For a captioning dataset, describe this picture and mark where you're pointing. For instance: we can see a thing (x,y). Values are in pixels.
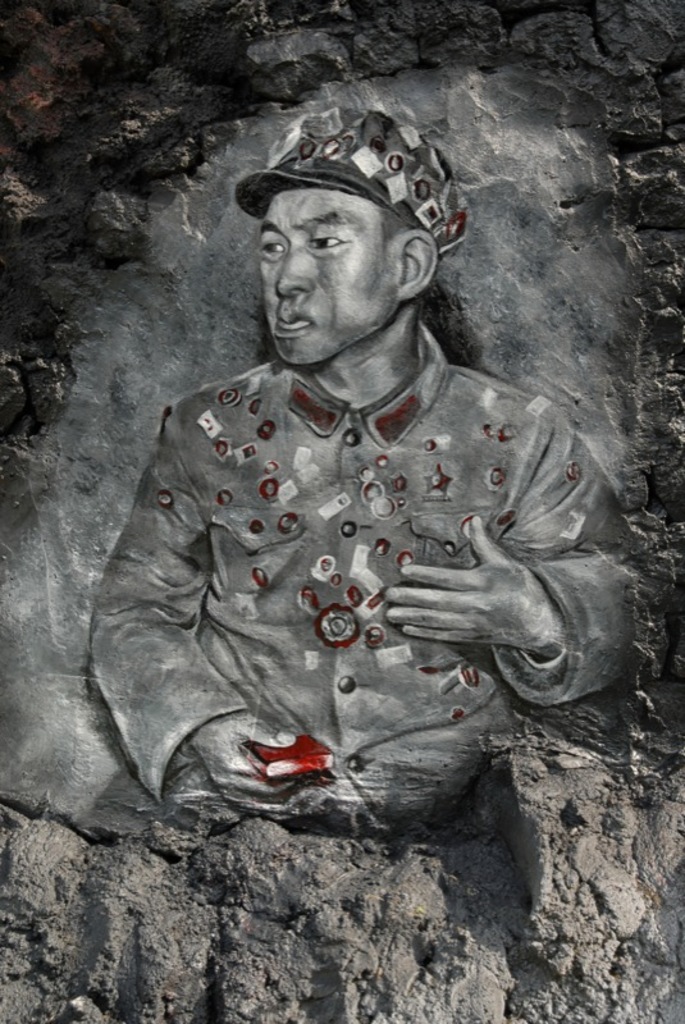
In this image there is a painting (249,438) of a person (334,414) engraved on a stone (482,75).
